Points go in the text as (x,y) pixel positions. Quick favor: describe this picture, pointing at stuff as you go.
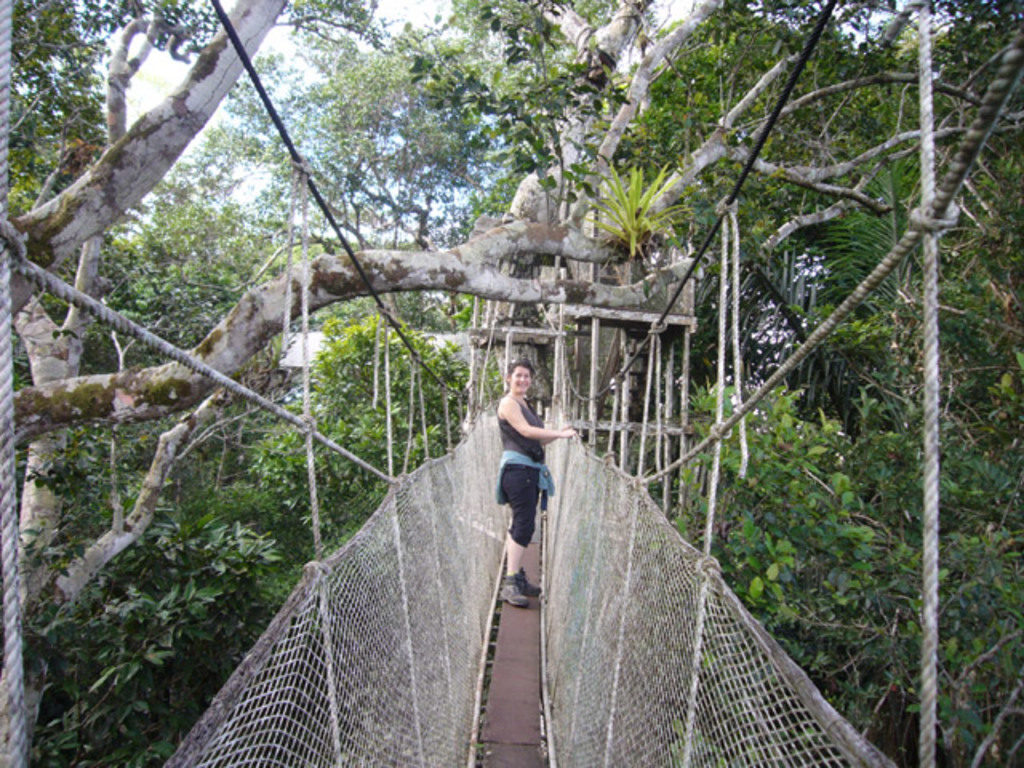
In this image there is a woman (527,507) standing on a rope bridge (553,475) with a smile on her face (521,391), there are trees (565,299) around the bridge (14,522).
